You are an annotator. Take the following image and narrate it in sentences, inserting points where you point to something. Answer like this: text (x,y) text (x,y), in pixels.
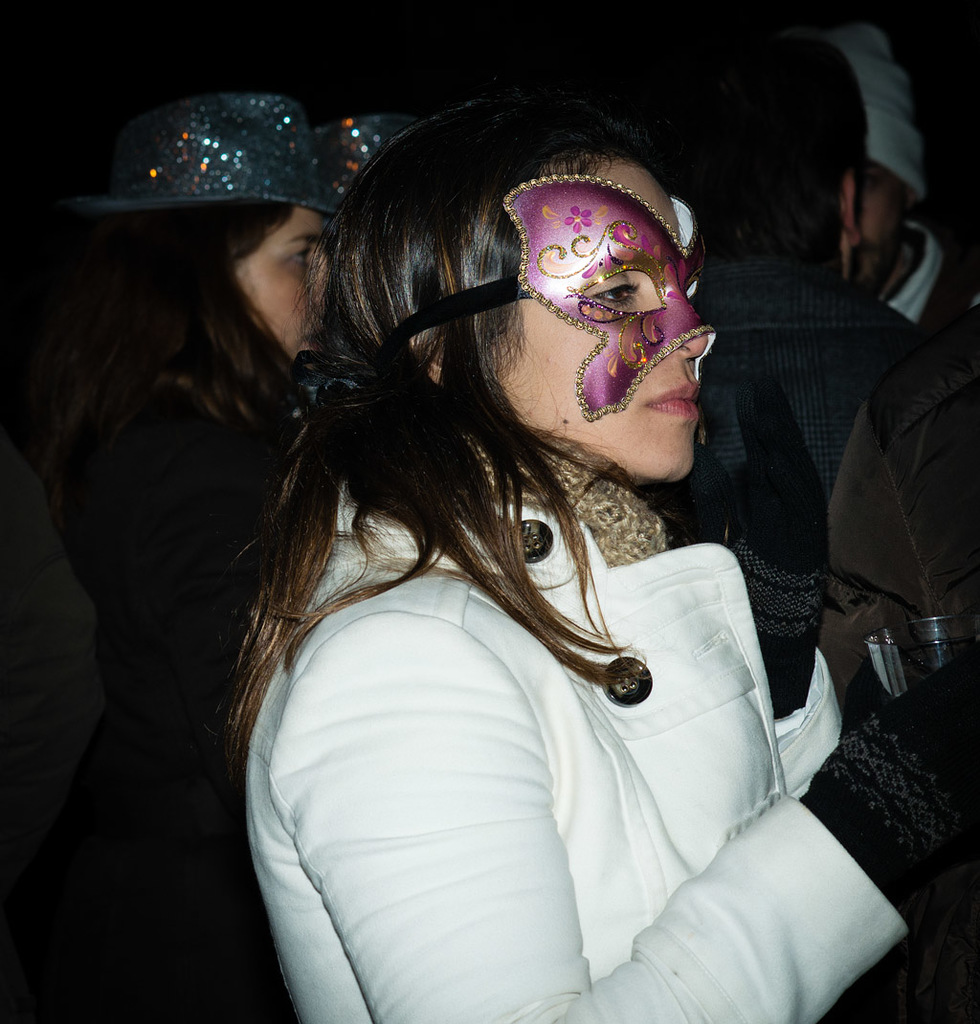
In this image there are people (679,475) standing, in the background (10,279) it is dark.
